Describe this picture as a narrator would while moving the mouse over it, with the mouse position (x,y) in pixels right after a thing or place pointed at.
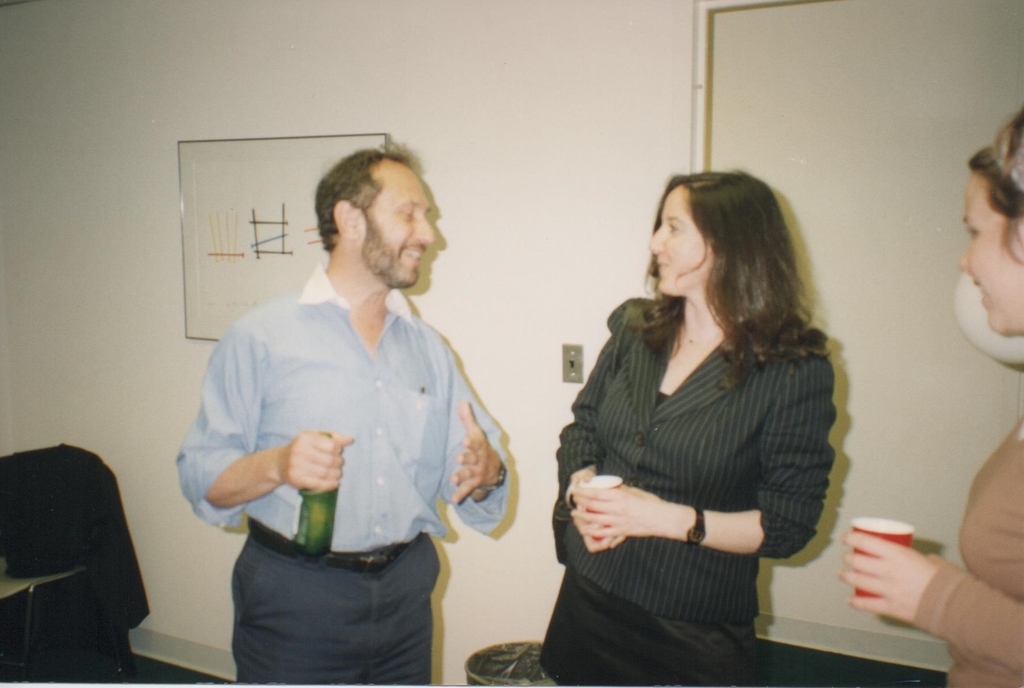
The picture is taken inside a room (427,70). In the center of the picture (350,332) there is a man (322,469) holding a beer (317,548). On the right (956,601) there is a woman (987,511) holding a cup (881,556). In the center of the picture (641,423) there is a woman (685,410) in black dress (662,410) holding a cup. On the left (1,631) there is a jacket (58,525) and a chair (58,505). In the background (402,100) the wall (319,58) is painted white. The wall (177,240) has a frame (208,212). On the right (910,23) there is a door (840,204).
